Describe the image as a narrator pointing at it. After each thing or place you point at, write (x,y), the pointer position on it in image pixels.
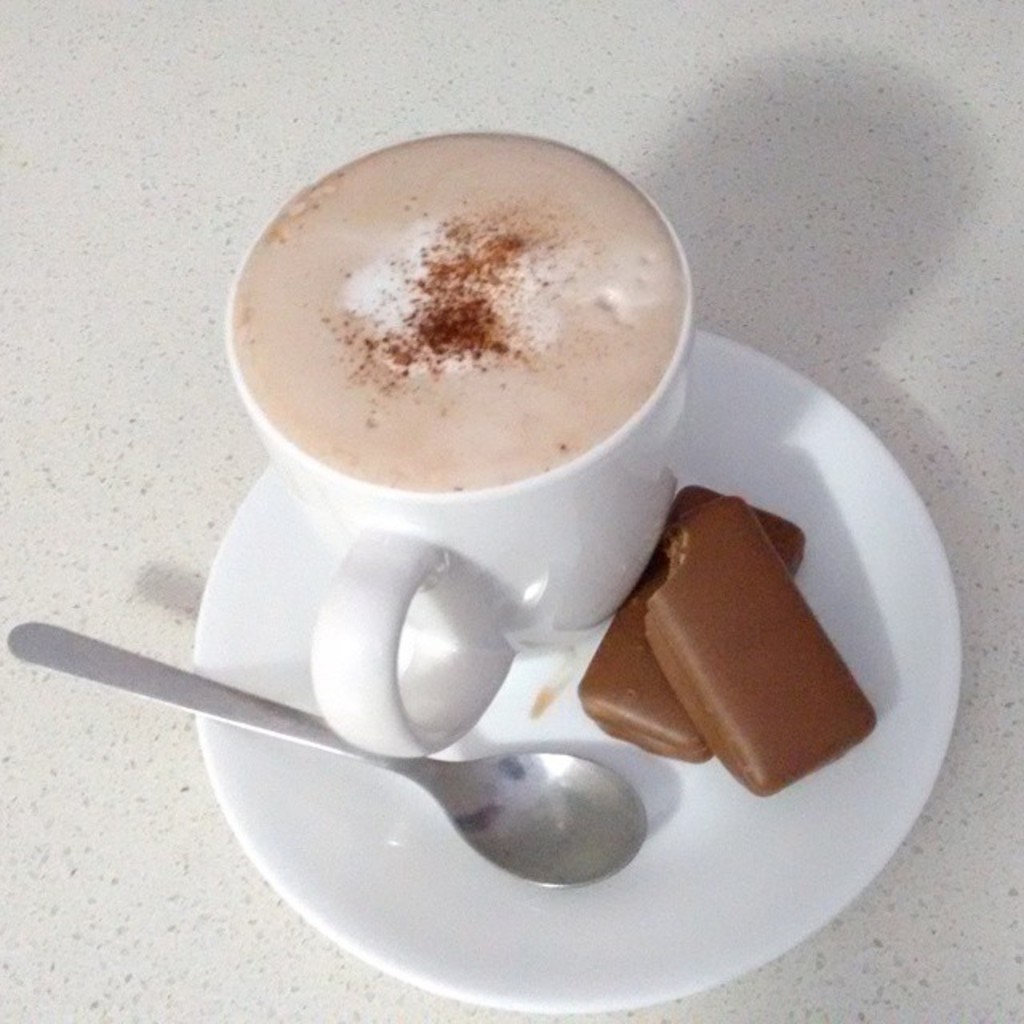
In the middle of this image (616,509), there are a cup (627,573) having coffee (380,249), two biscuits (726,513) and a steel spoon (297,726) placed on a white color saucer (714,957). This saucer (827,569) is placed on a surface (173,521). And the background (1014,905) is white in color.
